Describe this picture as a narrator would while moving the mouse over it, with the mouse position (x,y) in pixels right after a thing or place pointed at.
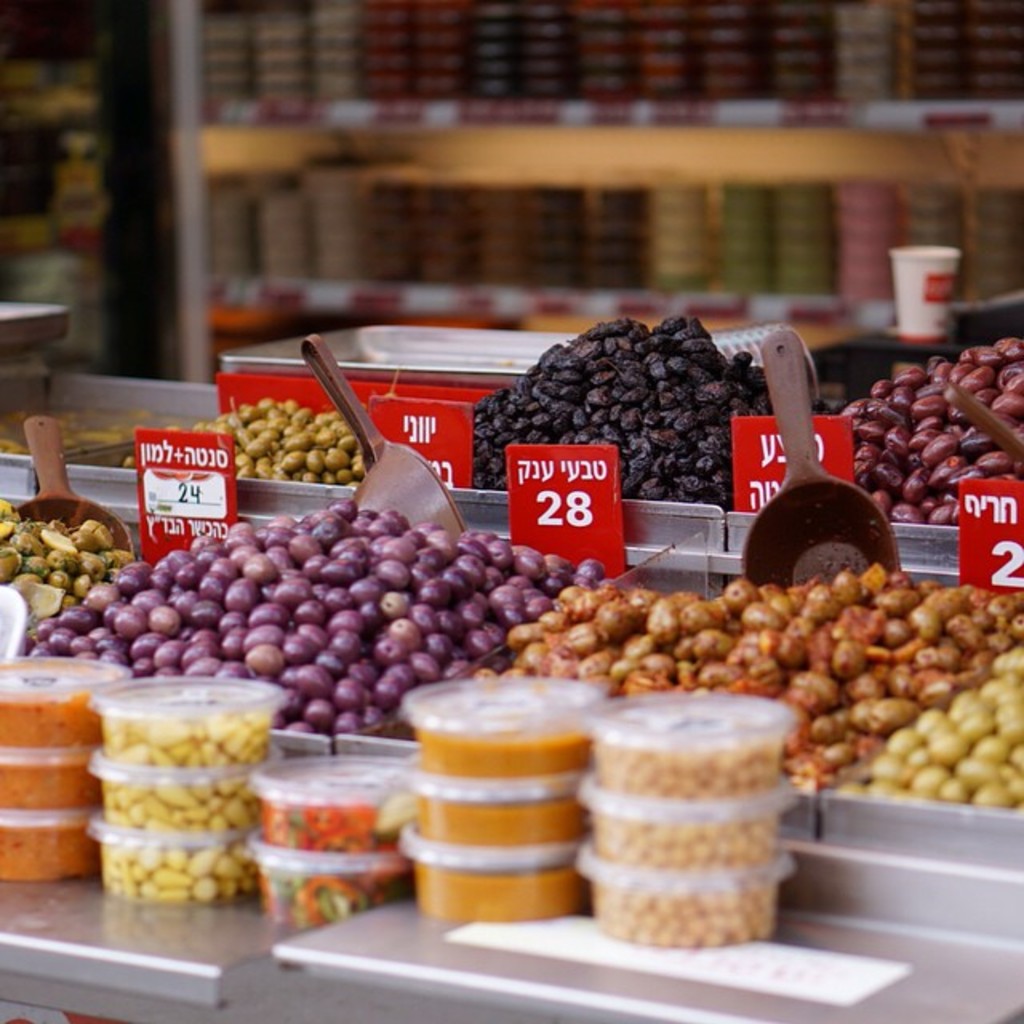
In this image there are fruits (462,539) and some are packed in boxes (422,802) and there are spoons (826,516), in the background (303,194) it is blurred.
